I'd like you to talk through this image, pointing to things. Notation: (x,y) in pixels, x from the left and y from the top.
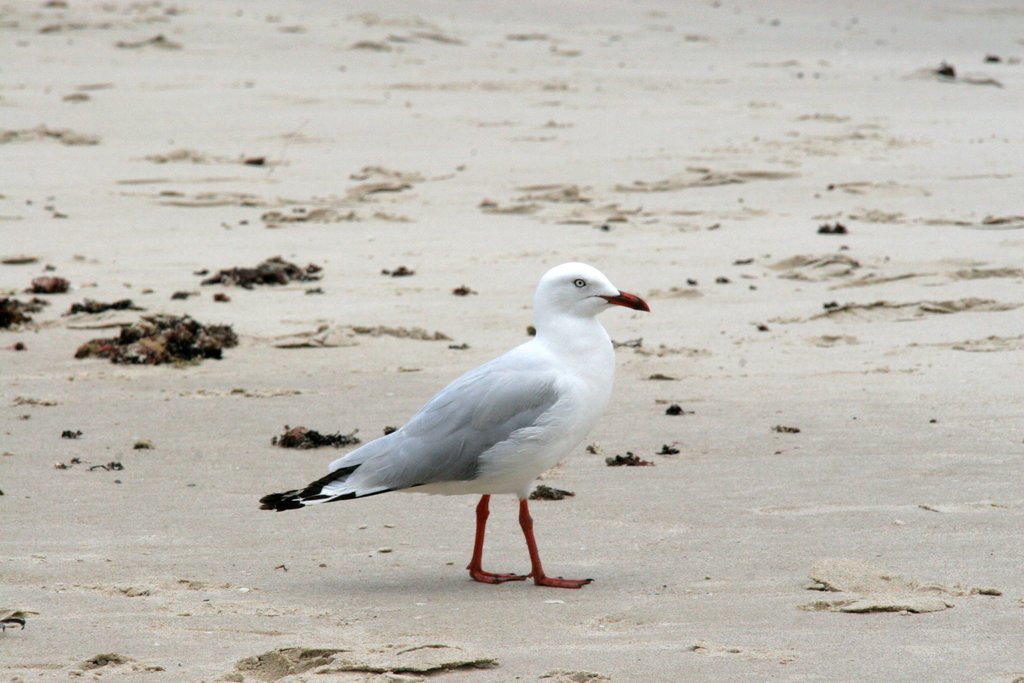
In this picture I can see a bird (474,561) standing on the sand (431,572).
